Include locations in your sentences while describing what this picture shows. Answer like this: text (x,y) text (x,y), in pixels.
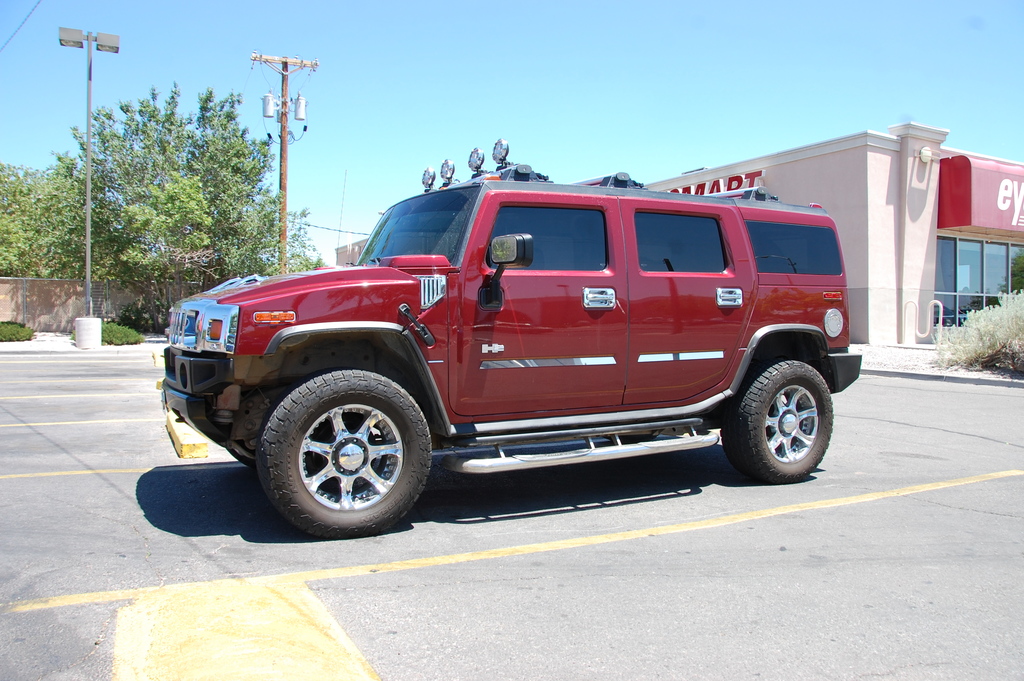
In this image there is the sky (585,74) towards the top of the image (587,90), there are poles (284,133), there is a street light (102,48), there are trees (137,205) towards the left of the image (151,205), there is a wall (77,283) towards the left of the image (60,289), there are plants (110,325) towards the left of the image (4,330), there are plants (987,329) towards the right of the image (1008,332), there is a road (295,534) towards the bottom of the image (615,592), there is a vehicle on the road (506,482), there is a building (880,246) towards the right of the image (890,207), there is text (752,180) on the building (733,175), there is a board (984,196) towards the right of the image (985,199), there is text (1002,197) on the board (998,199).
